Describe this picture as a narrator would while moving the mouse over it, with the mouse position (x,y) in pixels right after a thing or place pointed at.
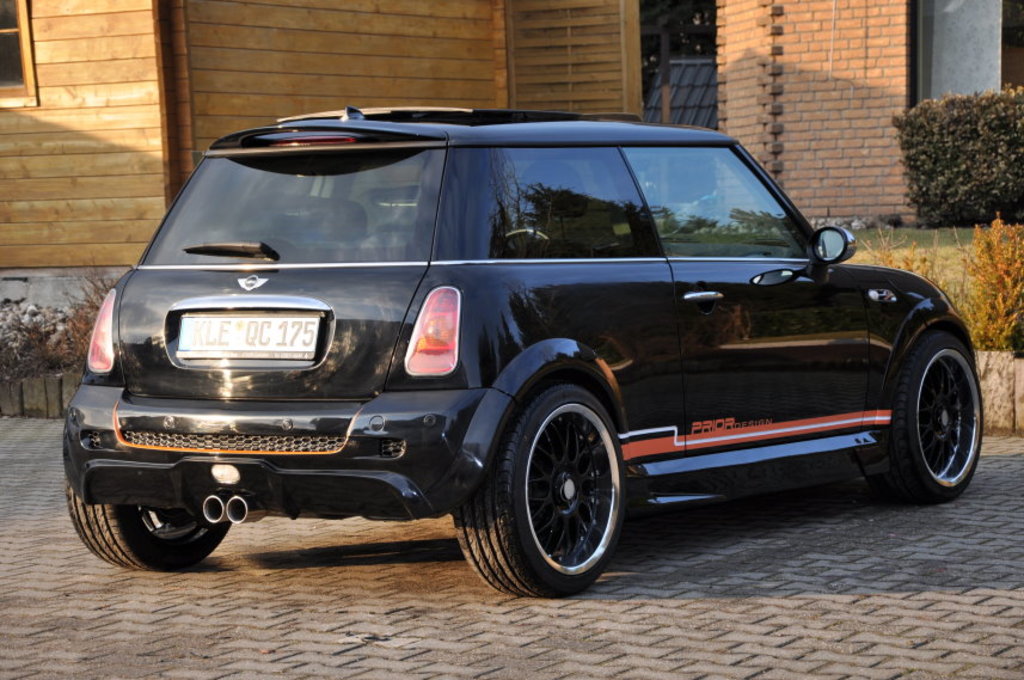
In this image, I can see a car (627,426), which is parked. This car (673,468) looks black in color. I think this is a building (233,60) with a window (19,50) and a glass door (917,38). I can see the bushes (974,169) and plants (63,323).
